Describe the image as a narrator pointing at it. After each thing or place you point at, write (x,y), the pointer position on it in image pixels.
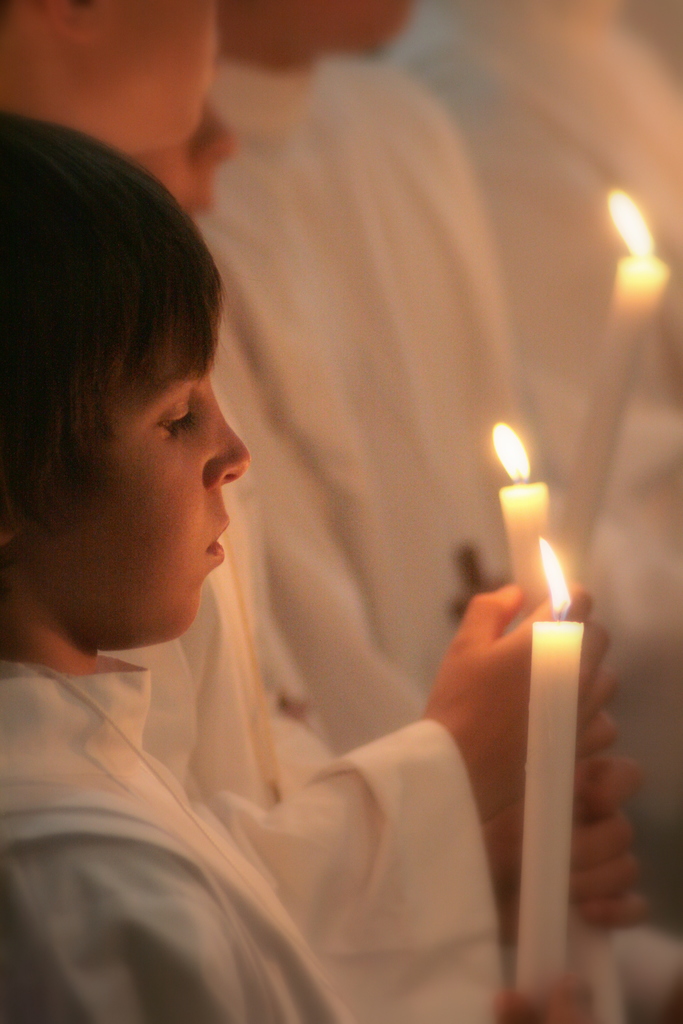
In this image we can see there are people (340,410) standing and holding candles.
